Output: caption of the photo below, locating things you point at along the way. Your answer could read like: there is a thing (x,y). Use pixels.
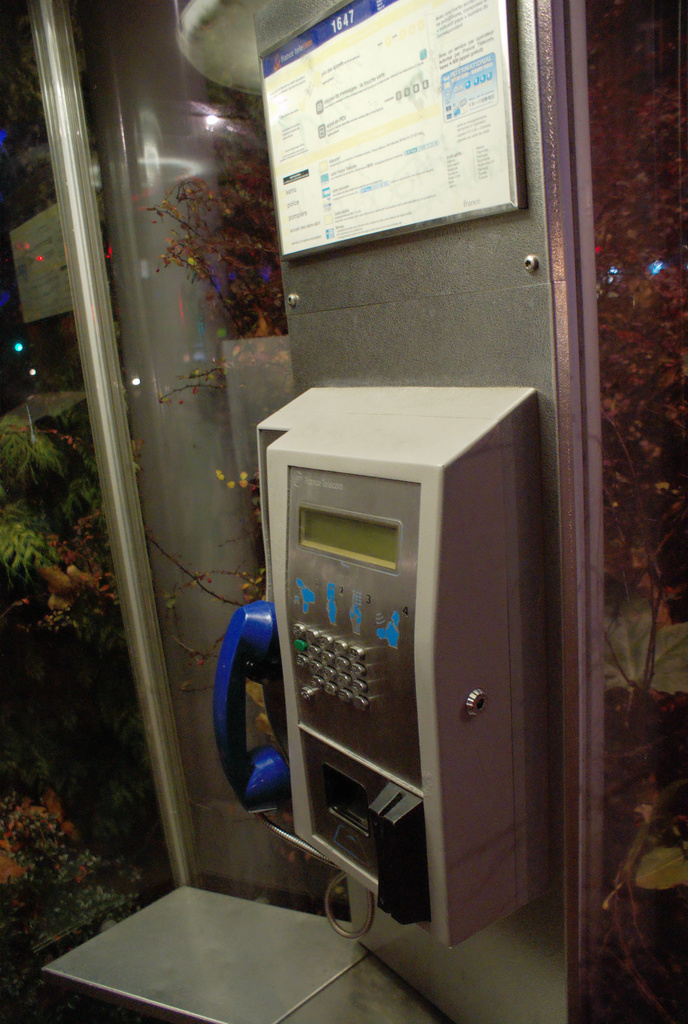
In front of the picture, we see a telephone (392,537). At the top (323,80), we see a board (379,198) or a poster (456,104) in white color with some text (351,18) written. On the left side (43,440), we see the trees (11,444) and a board (25,313) in white color with some text (38,275) written. This picture might be clicked in the telephone booth (91,204). On the right side (642,190), we see the trees (622,147).
